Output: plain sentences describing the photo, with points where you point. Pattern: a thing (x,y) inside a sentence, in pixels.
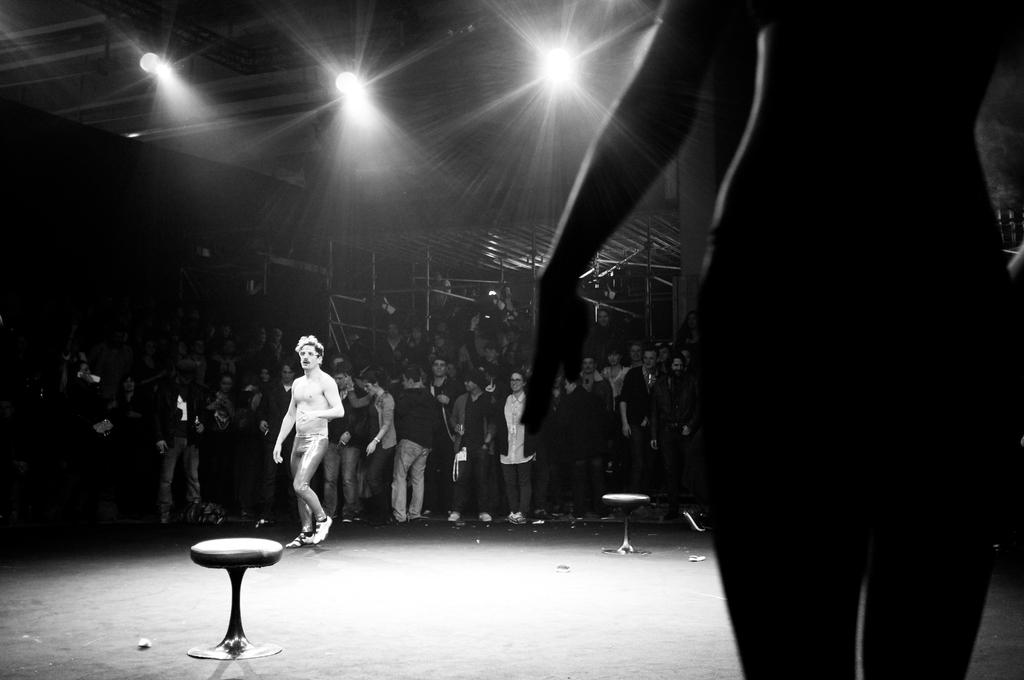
Here a boy (330,394) wore pants (316,440) and walking. Many people (446,419) are standing and observing him, at the top (166,64) there are lights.
